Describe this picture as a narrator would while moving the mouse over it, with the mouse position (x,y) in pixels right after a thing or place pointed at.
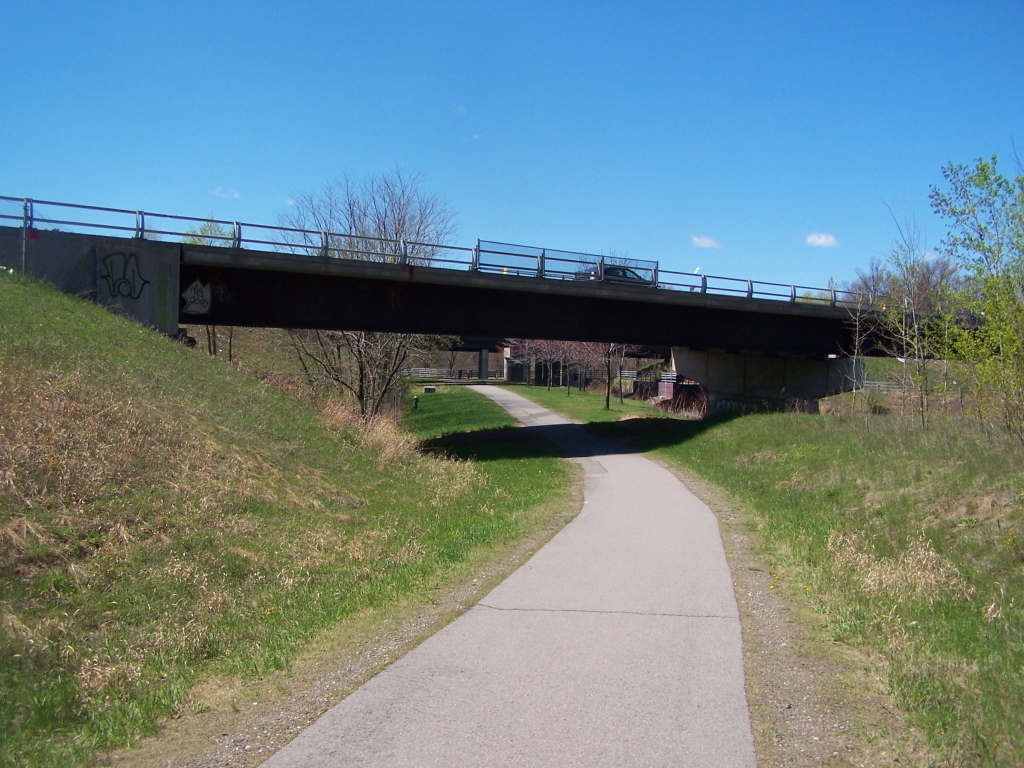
In this picture we can see the road (584,536), bridge (791,313), grass (768,426), trees (569,376), some objects (587,377) and in the background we can see the sky (452,171).
